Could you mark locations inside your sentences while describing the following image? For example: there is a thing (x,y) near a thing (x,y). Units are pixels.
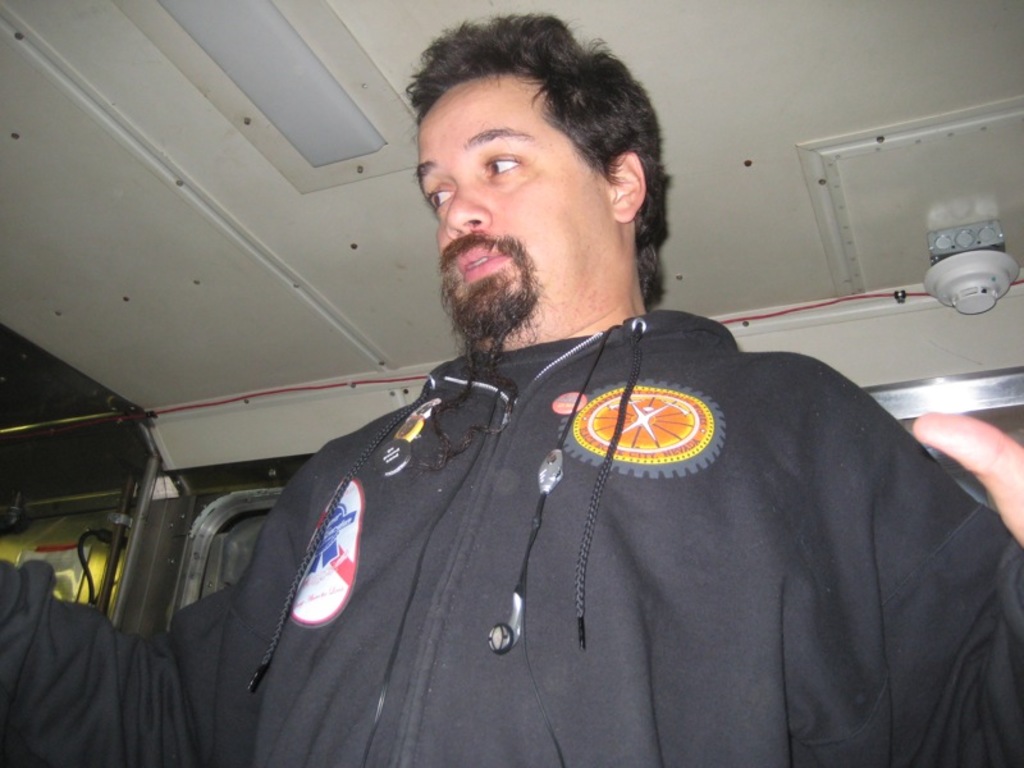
In this image we can see a person (737,691) looking opposite side and he wearing a black color dress (587,540).
